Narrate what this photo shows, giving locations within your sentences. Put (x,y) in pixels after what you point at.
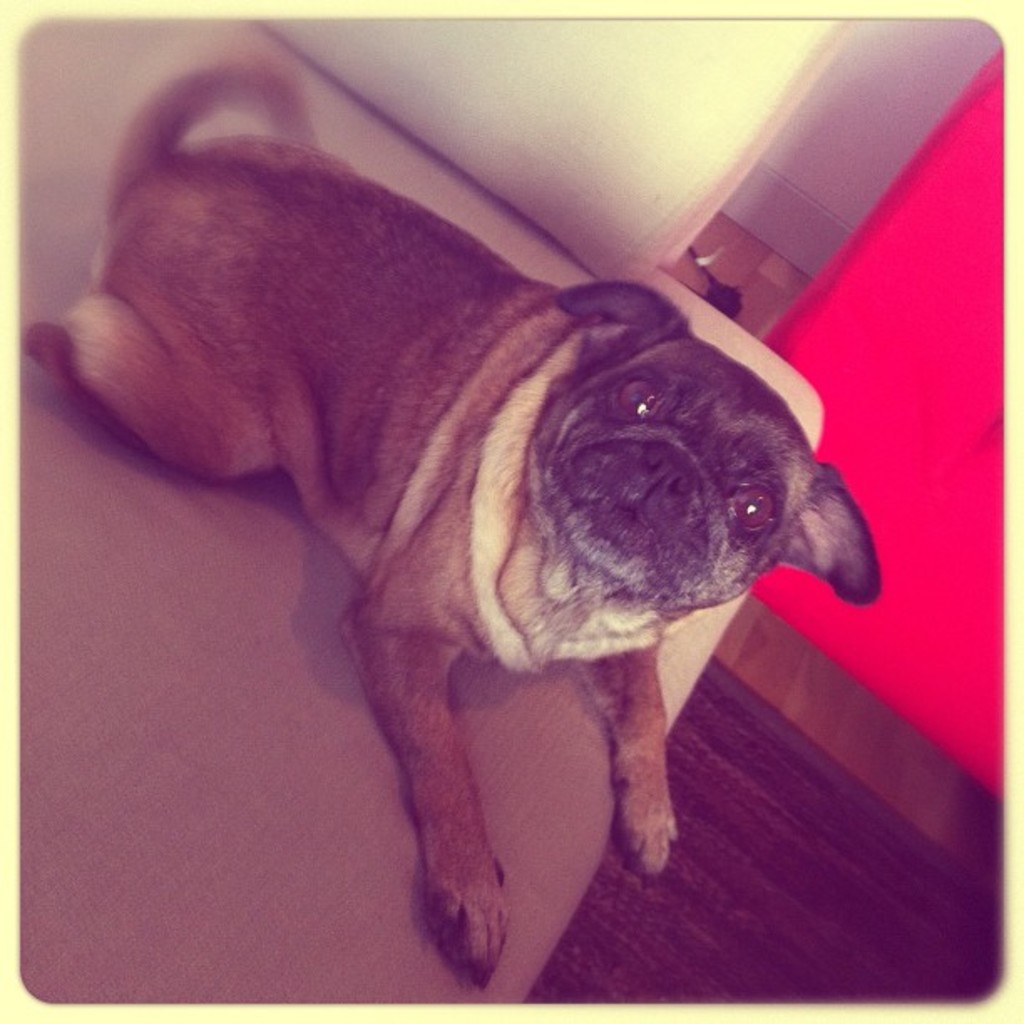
In this picture there is a pug (427,400) sitting in a sofa (286,494) and there is a red color object (923,363) in the right corner (921,333).
